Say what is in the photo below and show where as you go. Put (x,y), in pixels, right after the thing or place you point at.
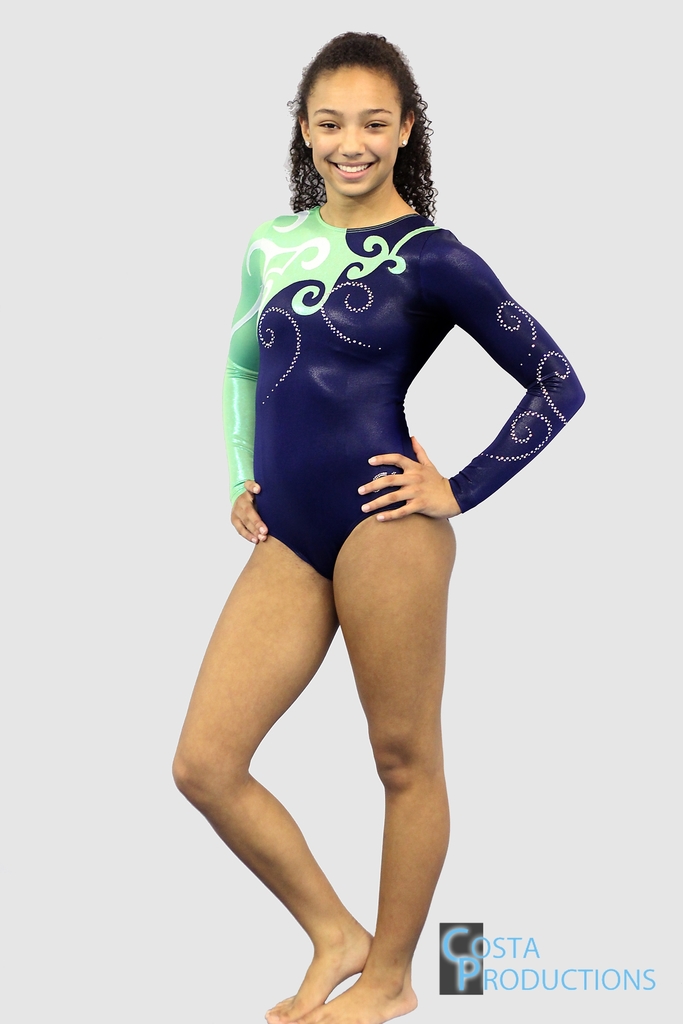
In this image there is one women (348,467) standing in middle of this image (334,544) and she is smiling. There is one watermark (460,970) at bottom right corner of this image (540,969).
